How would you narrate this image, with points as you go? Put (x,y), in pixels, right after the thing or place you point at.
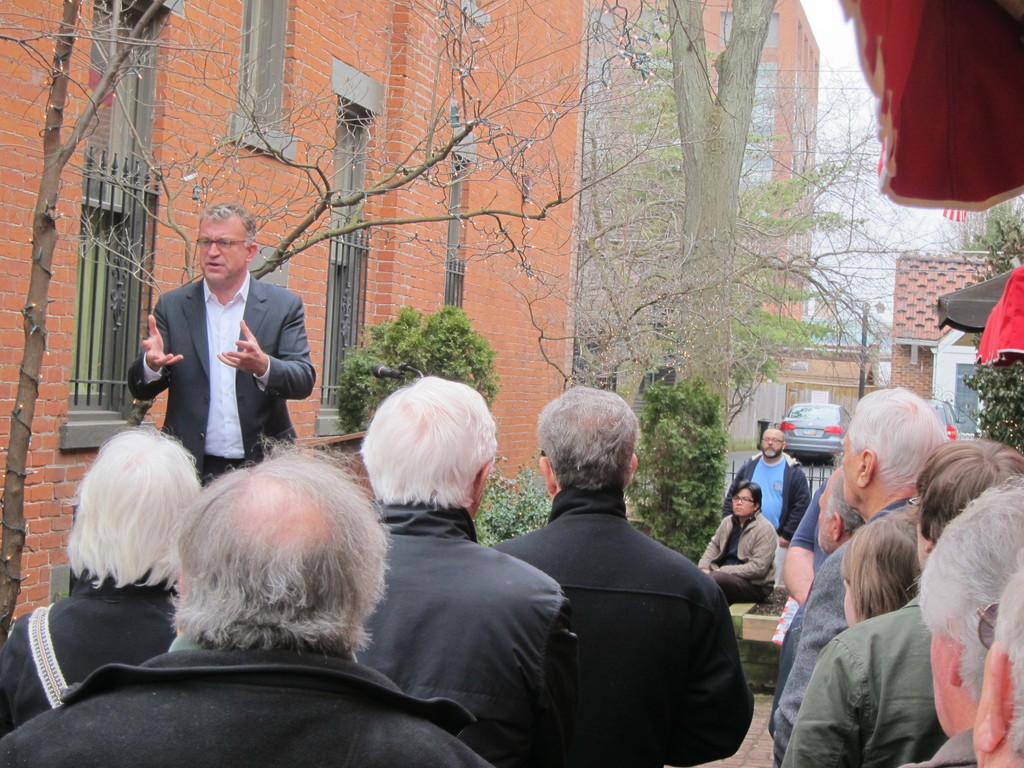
In this picture there are group of people (599,602) standing and there is a person (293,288) standing and talking. At the back (727,563) there is a person (737,575) sitting and there is a person (778,555) standing. At the back (766,100) there are vehicles (795,445) on the road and there are buildings (59,461) and trees (786,190). At the top (855,141) there is sky (867,112) and there are wires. On the top right (891,22) there are tents (1021,269).
